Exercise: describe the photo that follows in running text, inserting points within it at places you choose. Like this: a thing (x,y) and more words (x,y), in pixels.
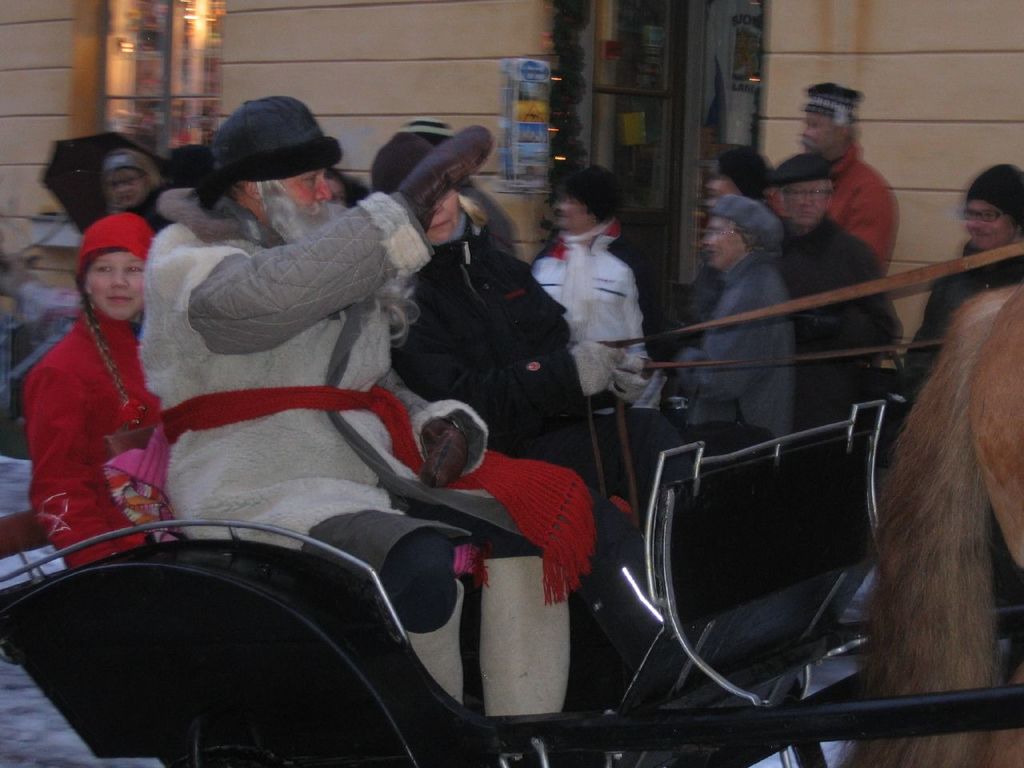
In this picture there is a man (389,266) who is wearing cap (216,171), hoodie (239,365), gloves (462,156) and shoe (501,572). He is sitting on his chariot (330,664). In the background (961,274) we can see group of persons (873,261) standing near to the door (691,186). On the top (710,127) there is a building (871,104). On the left (99,346) there is a girl (122,377) who is wearing red dress (77,355) sitting on his chariot (157,551).
